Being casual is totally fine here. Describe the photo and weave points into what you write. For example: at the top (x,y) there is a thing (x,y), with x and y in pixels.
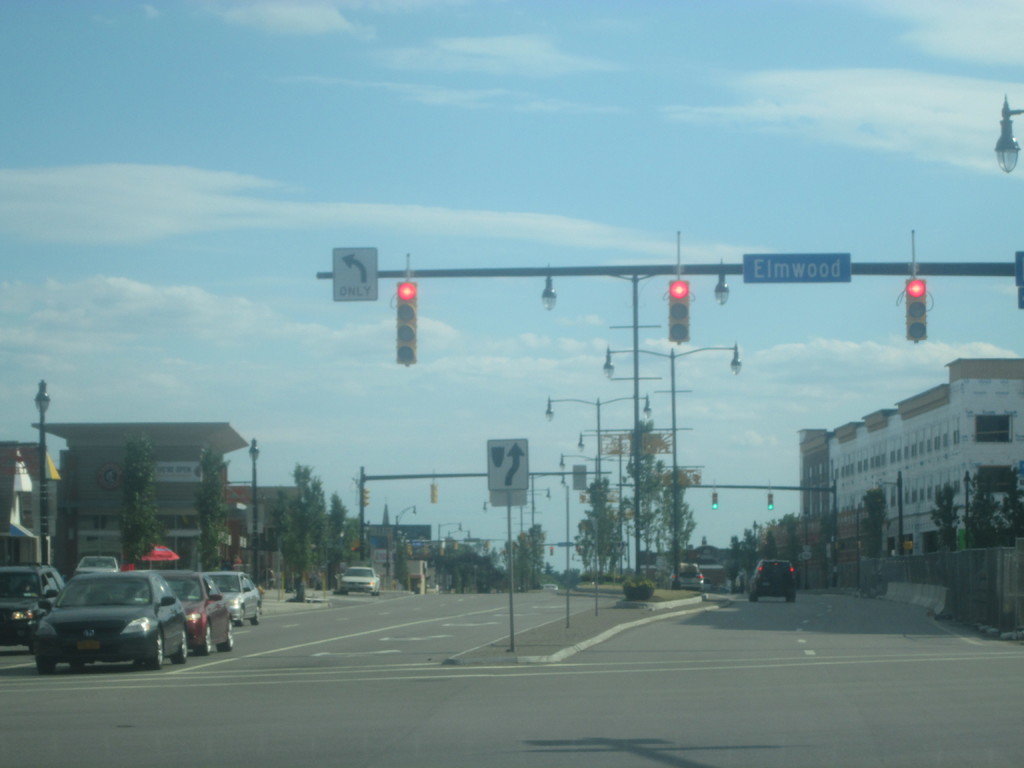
In this image there is a road (731,642), on the road (221,682) there are few poles (637,506), signboards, traffic signal light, vehicles (7,617) visible, beside the road (721,628) there are few buildings (110,515), trees (313,516), at the top (464,178) there is the sky (464,178).
